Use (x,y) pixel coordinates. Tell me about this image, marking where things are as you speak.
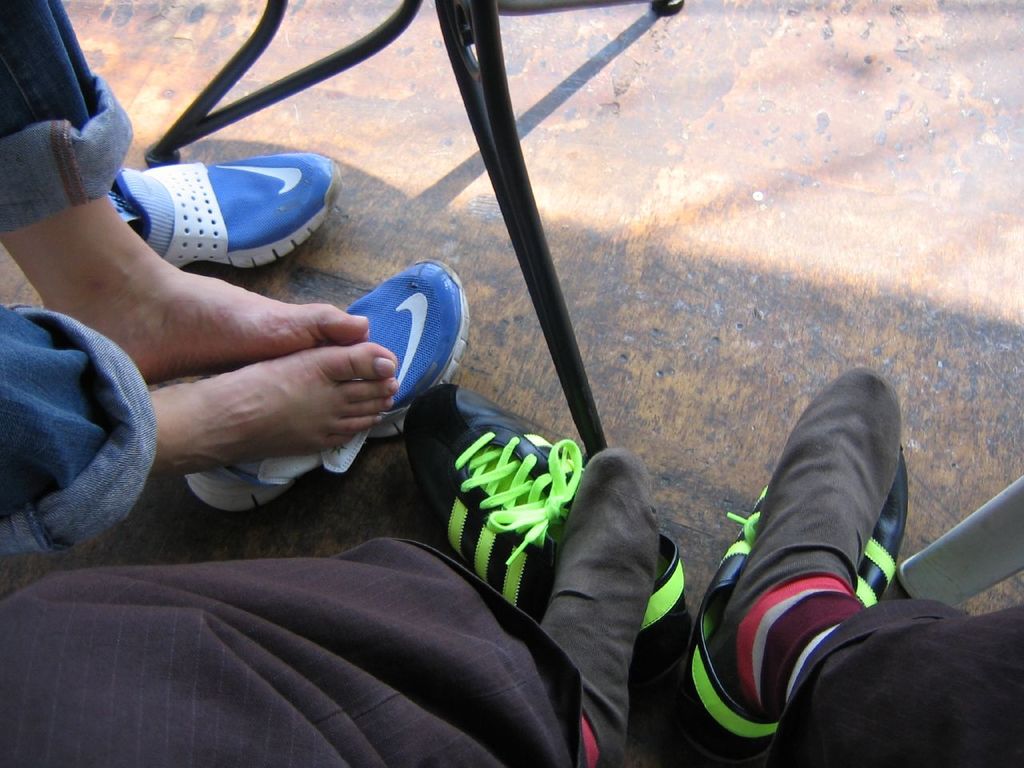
In this image I can see legs (69,250) of people (497,720) and I can see few shoes (388,348). I can also see color of these shoes (496,408) are blue and black.
